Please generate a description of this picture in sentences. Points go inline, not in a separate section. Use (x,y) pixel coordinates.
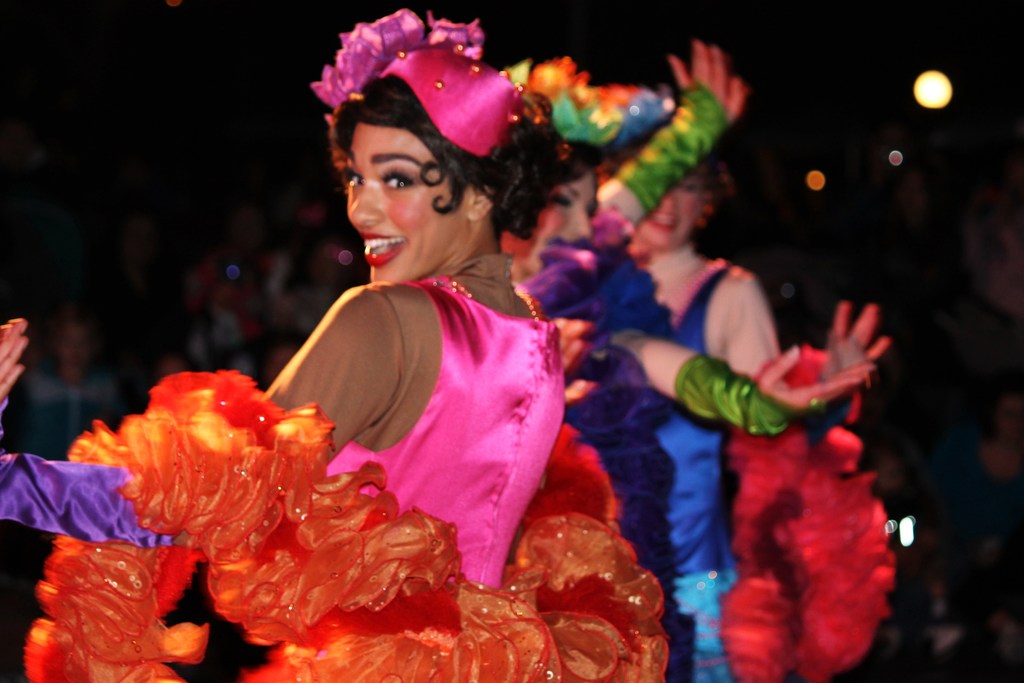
In this picture we can see three women (410,588) wore fancy dresses (650,453) and smiling and in the background (144,280) we can see a group of people (136,263), lights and it is dark.
